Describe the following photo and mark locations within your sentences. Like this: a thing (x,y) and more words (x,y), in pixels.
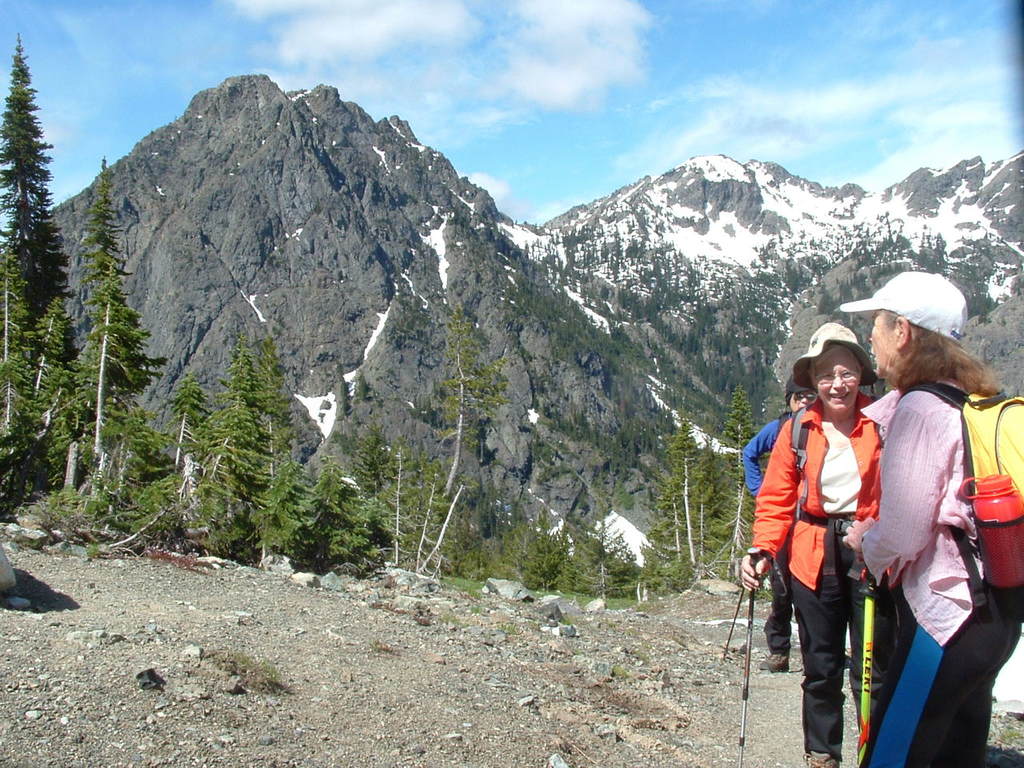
Persons (866,482) are standing, here there are trees (426,485) and mountain (604,250) and sky (612,105).
